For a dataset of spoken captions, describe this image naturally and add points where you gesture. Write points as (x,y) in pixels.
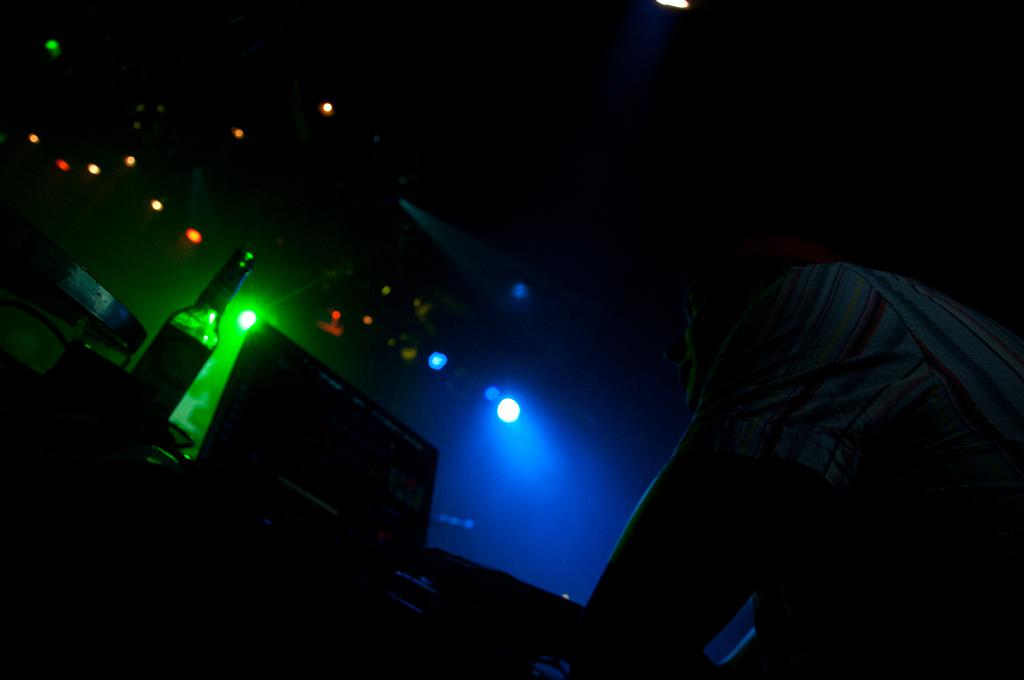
In this image we can see a person (865,436) at the right side of the image (886,483). There is a laptop (317,463) in the image. There is a bottle (185,346) in the image. There are few objects (123,318) in the image. There are few lights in the image. There is a dark background (913,195) in the image.
